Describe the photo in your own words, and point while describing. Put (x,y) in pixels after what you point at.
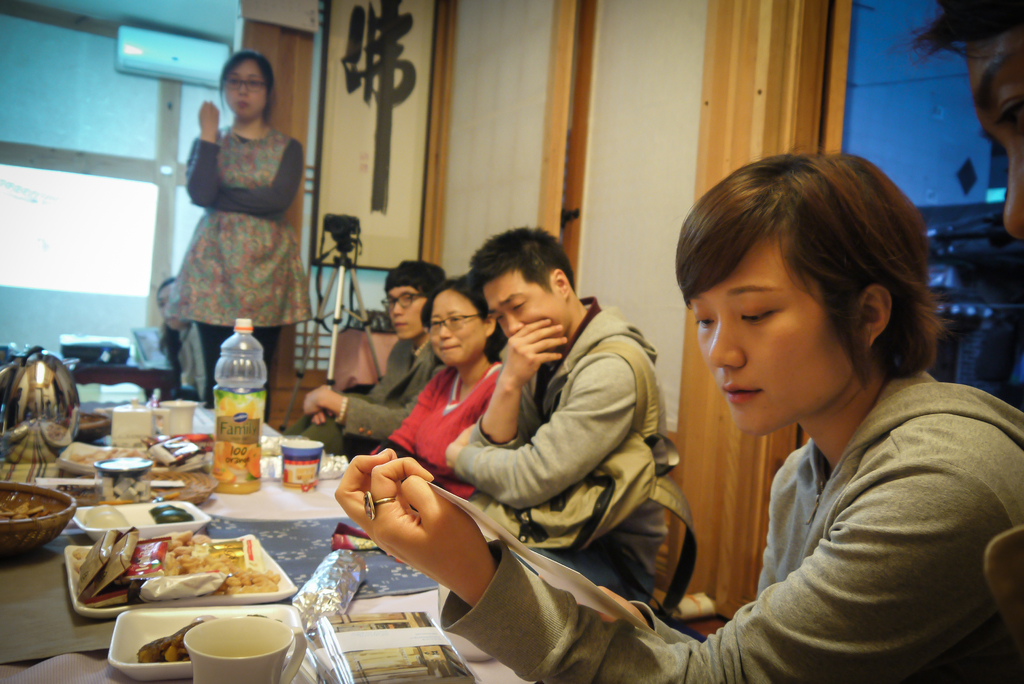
In this picture there are group of persons (354,405) sitting. In the front (168,604) there is a table (157,620), on the table (79,542) there is a bottle (220,468), there is a cup (217,645), and there is food (167,581) on the plate (200,570). in the background (239,212) there is a woman (258,226) standing, behind the woman (251,121) there is a wall (131,101) and on the wall (157,104) there is an a/c (169,61). On the right side (837,581) in the front (876,564) there is a woman (876,561) holding a paper (505,538) in her hand (462,521) and looking at it.
